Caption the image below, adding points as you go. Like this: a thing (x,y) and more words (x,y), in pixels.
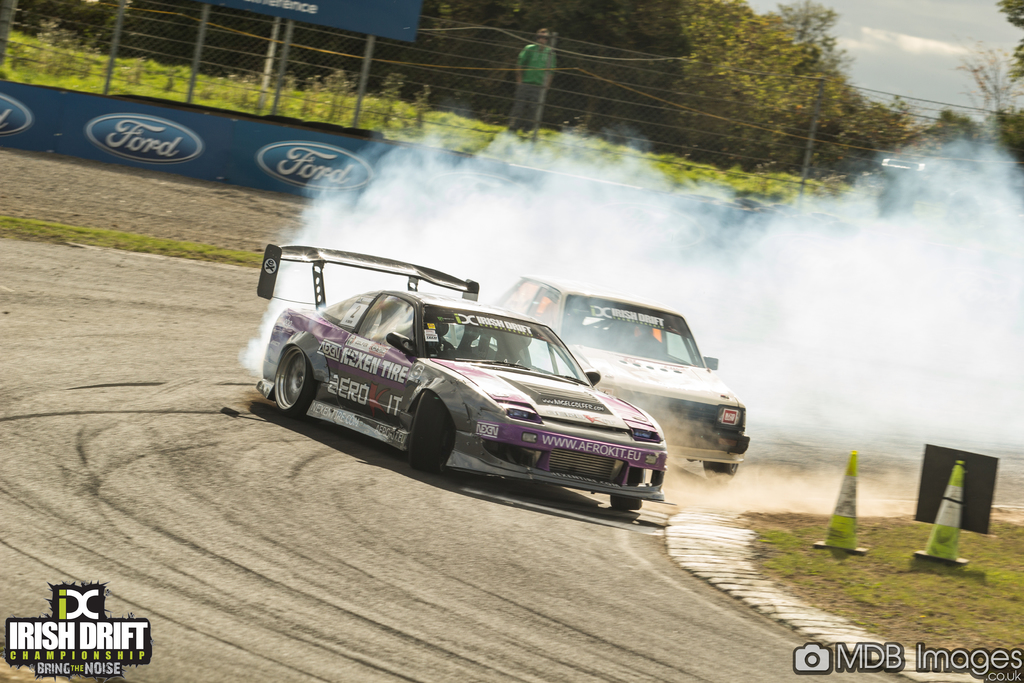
In this picture there are cars (639,476) on the road (581,651) and there is text (346,392) on the cars (502,400) and there is smoke (901,262). At the back (822,87) there is a person (542,31) standing behind the fence (556,66) and there are trees (620,117) and there are boards (185,169) and there is text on the boards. At the top (883,73) there is sky (869,61). At the bottom (431,553) there is a road (444,520) and there is grass (904,583). On the right side of the image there are objects (958,482) and there is text (964,670). At the bottom left (146,623) there is text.
